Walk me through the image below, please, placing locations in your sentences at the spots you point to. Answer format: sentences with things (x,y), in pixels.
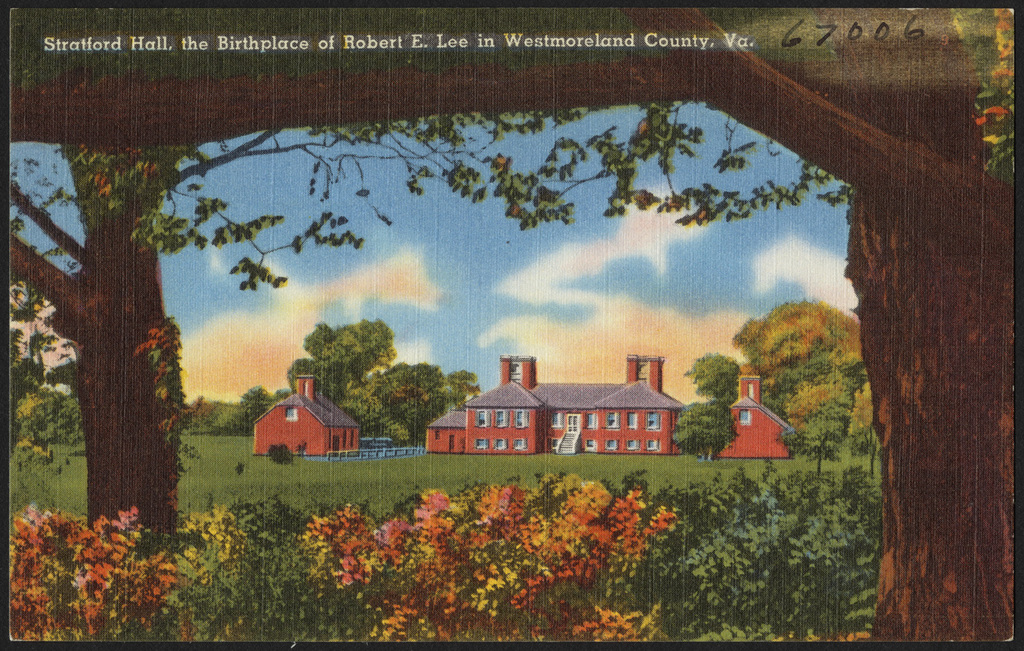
In this picture we can see a paper (439,345) and in the paper (430,413) there are houses (545,416) and behind the houses (518,416) there are trees (411,379) and the sky (586,310). On the paper (633,77) it is written something.
